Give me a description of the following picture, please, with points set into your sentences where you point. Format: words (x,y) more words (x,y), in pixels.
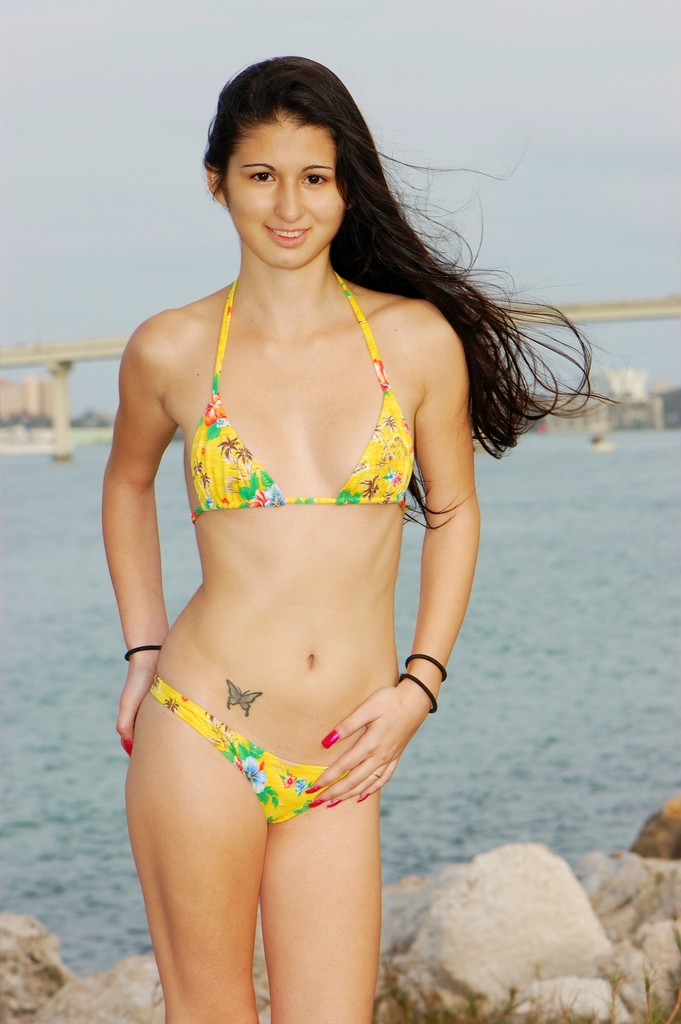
In this picture we can see a woman (200,453) standing and smiling. At the back of her we can see stones (437,974), water (442,709) and a bridge (58,368). In the background (443,22) we can see buildings (25,408) and the sky (512,150).
